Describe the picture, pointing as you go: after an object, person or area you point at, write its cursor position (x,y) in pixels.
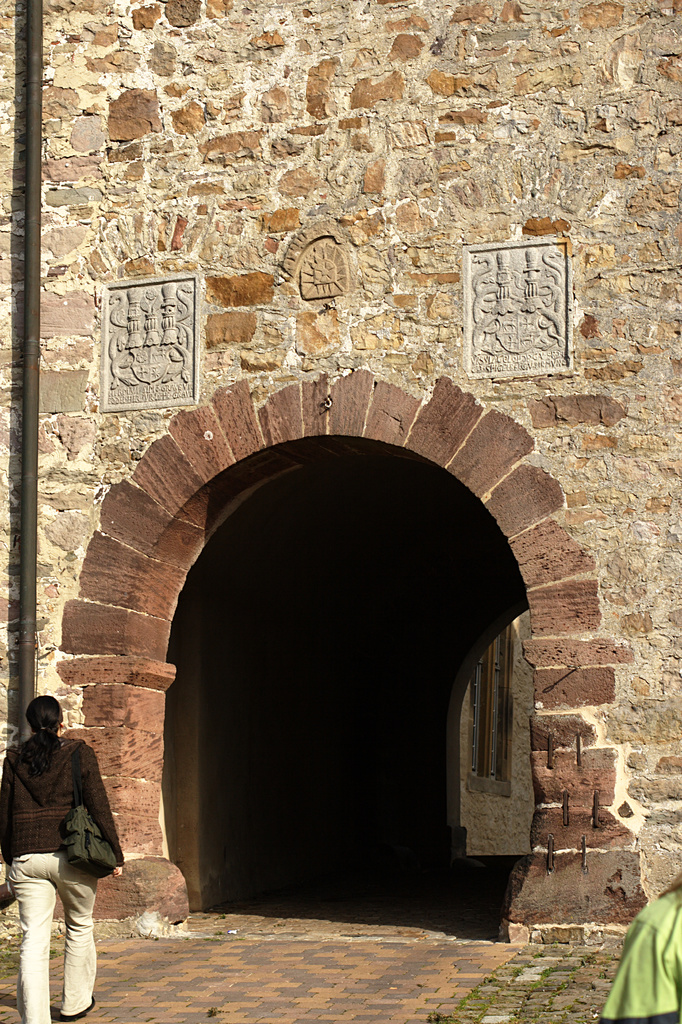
In the picture we can see a historical construction (579,643) with wall (576,645) on it, we can see two sculptures (108,381) and under it we can see a way (448,742) with a path (186,979) and a person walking into it.
